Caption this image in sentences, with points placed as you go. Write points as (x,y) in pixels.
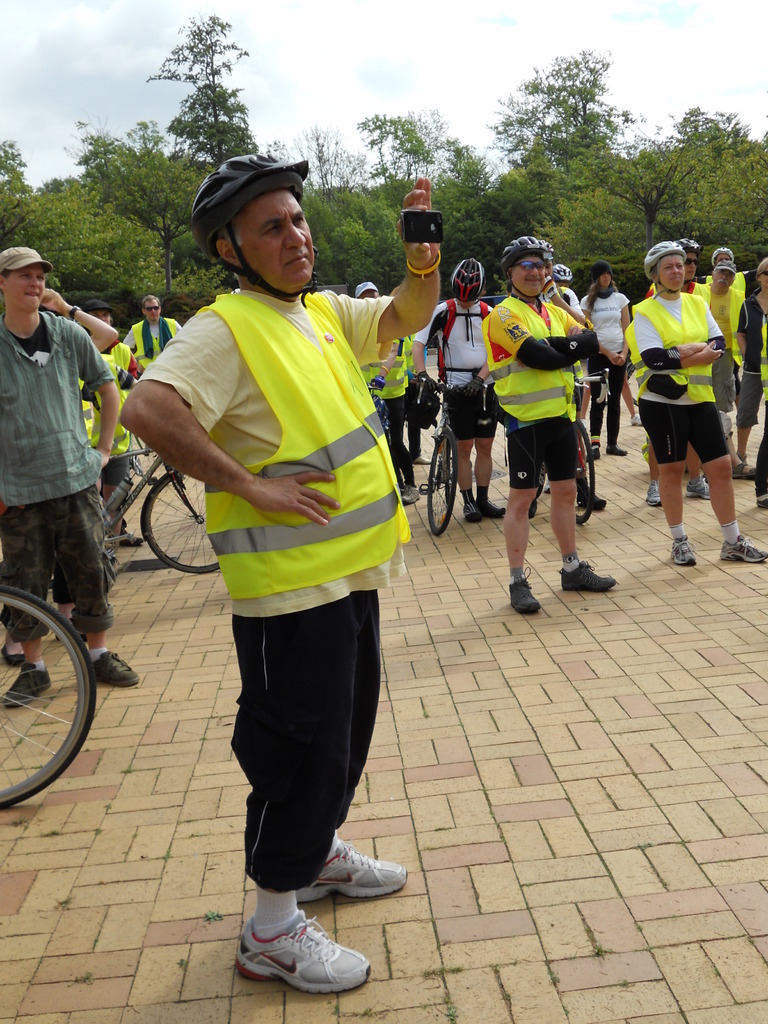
In this picture there are group of people (20,285). At the top (81,65) there is a sky (421,54) and at the back (341,213) there are trees (327,185).
